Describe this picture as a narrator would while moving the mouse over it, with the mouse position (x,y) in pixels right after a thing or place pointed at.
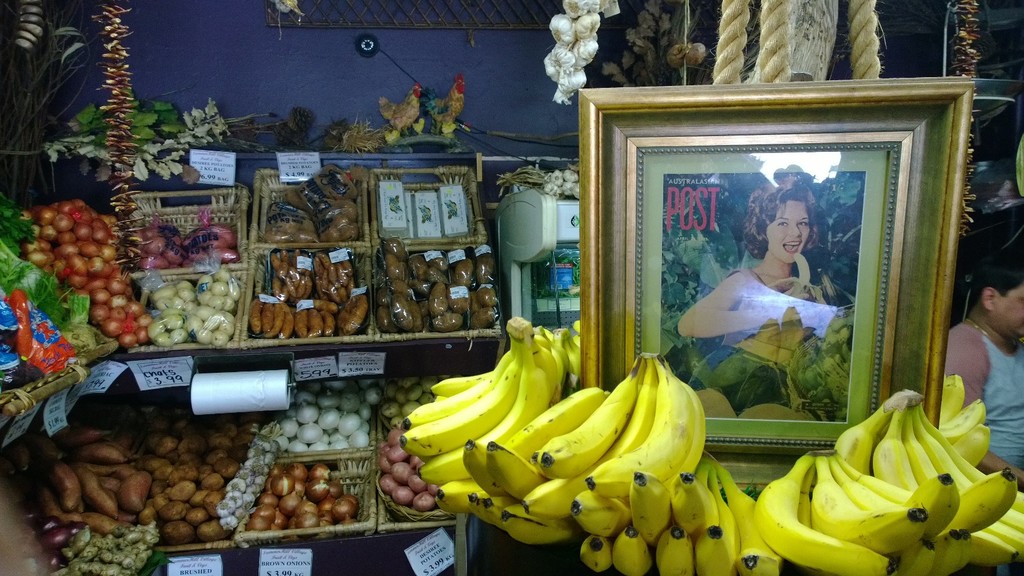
In this image, we can see bananas (564,474) and some vegetables (197,495) like onions (299,436), potatoes (144,471), ginger (148,527), garlic (559,64) and some other vegetables (291,274) which are in the trays (283,284) and in the background (661,89), we can see a frame (784,98), ropes (727,64) and some decorative items (102,63). On the right (978,343), we can see a person (991,365) and at the top (271,57), there is a wall (229,54).
